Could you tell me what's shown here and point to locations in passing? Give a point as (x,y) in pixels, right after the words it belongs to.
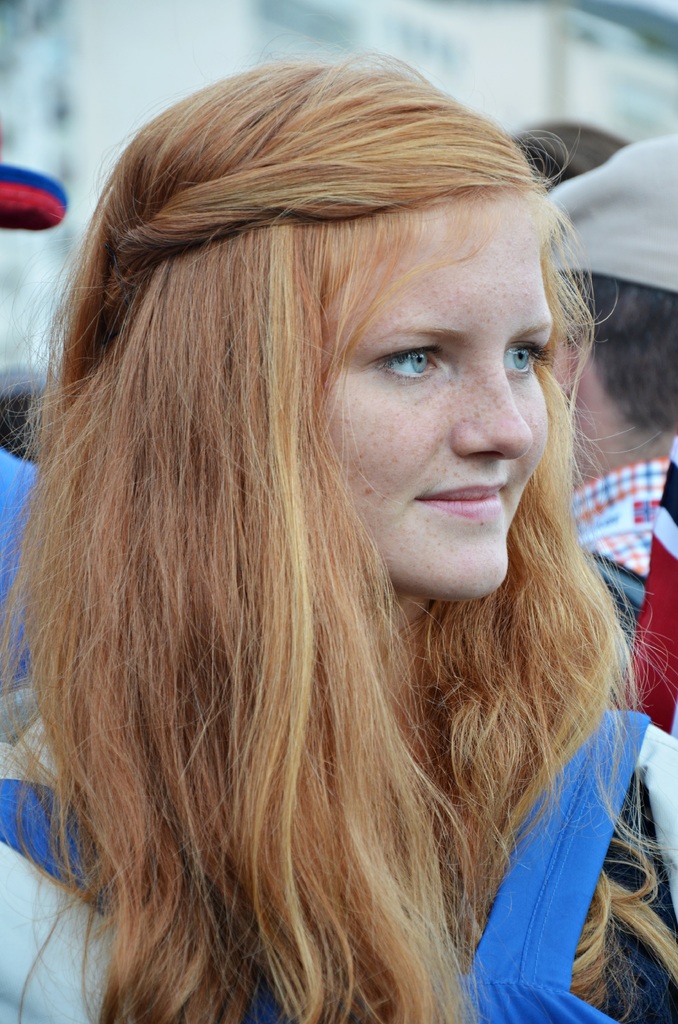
In the center of the image (339,628) we can see one woman (311,879) is standing and she is smiling, which we can see on her face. And we can see she is wearing a backpack (523,969), which is in blue color. In the background (586,166) we can see a few people (643,349) are standing, two persons (665,352) are wearing caps (5,199) and a few other objects (631,137).
